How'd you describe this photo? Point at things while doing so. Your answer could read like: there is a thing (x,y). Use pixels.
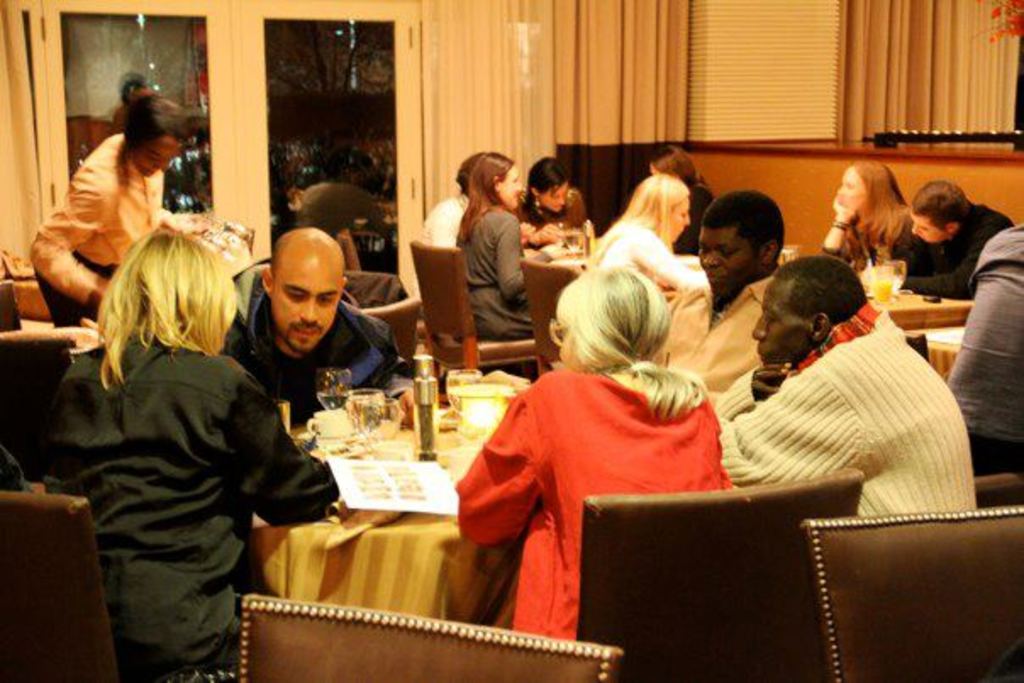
Here we see a group of people (429,235) seated on the chairs (404,659) and we see a table (432,564) on the table (392,443) we see glasses (455,381) and a woman (80,184) standing.
